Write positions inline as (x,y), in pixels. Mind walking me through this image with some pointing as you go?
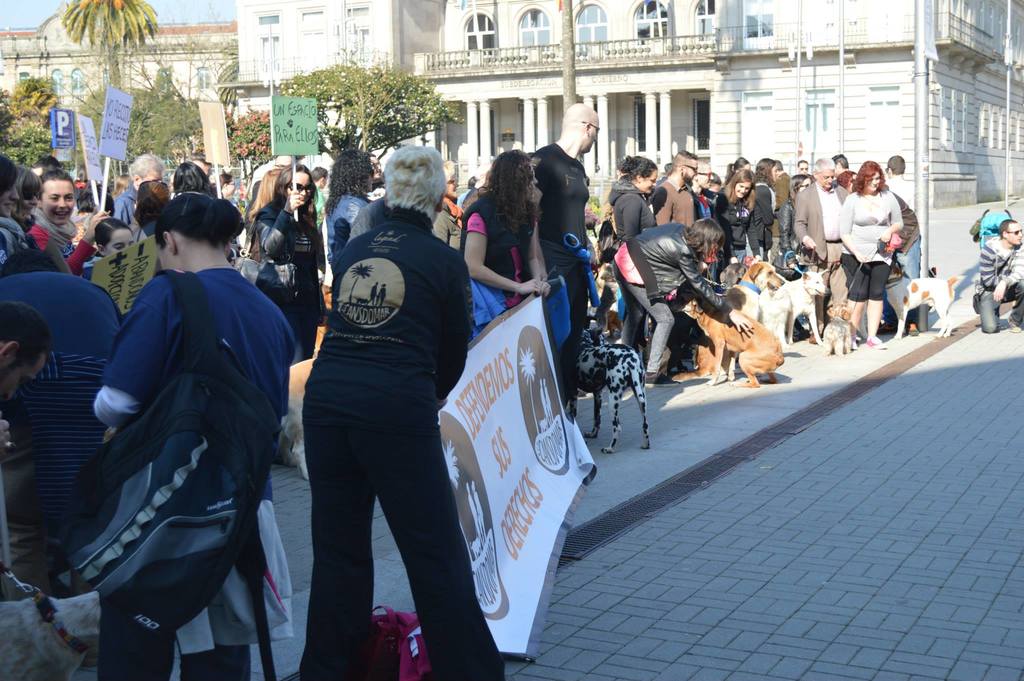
In this picture there are two women (414,225) who are holding white color banner (471,455). Beside her there is a man (546,180) who is wearing t-shirt (558,185), trouser (582,307) and spectacle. On the right (763,169) we can see the group of persons (765,219) standing near to the dogs (811,292). On the left (25,219) we can see another group of persons (146,218) who are holding posters (292,101). In the back (874,106) there is a building (788,111), trees (301,89) and plants (45,123). At the top right (1007,2) there is a pole (1006,198) near to the building (967,86). At the top left corner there is a sky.
